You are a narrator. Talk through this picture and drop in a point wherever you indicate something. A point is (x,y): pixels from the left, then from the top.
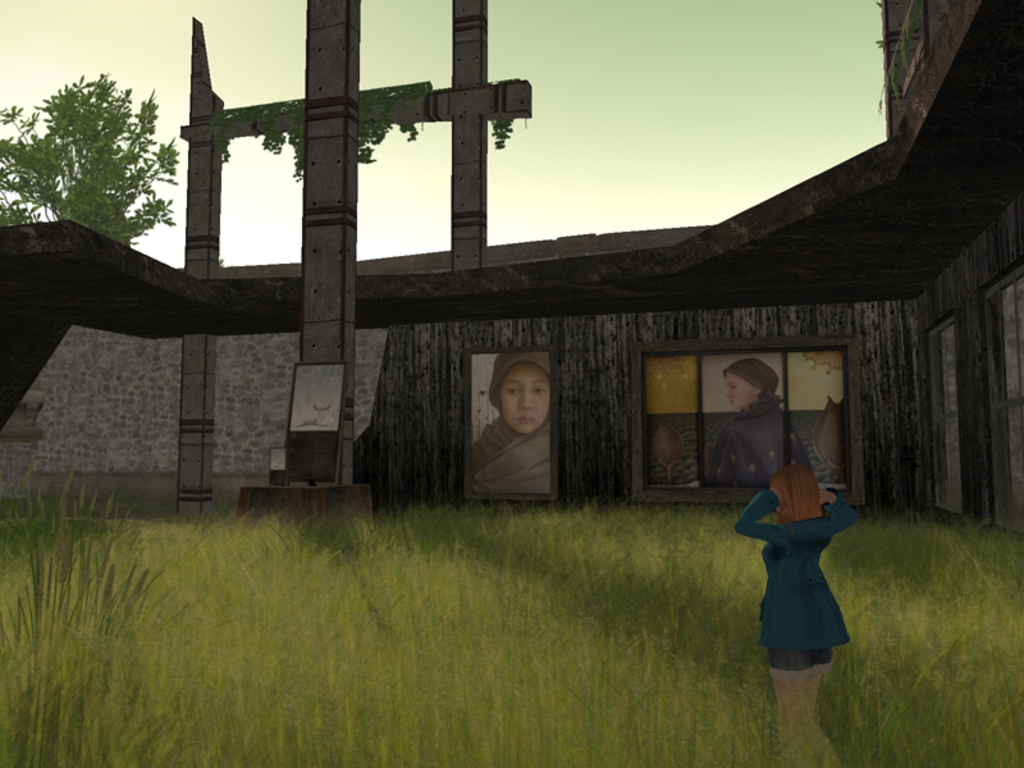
In this picture we can see a woman (768,637) standing, grass (444,601), frame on the wall (426,385), window (702,376), tree (112,132) and in the background (612,161) we can see the sky (742,89).
